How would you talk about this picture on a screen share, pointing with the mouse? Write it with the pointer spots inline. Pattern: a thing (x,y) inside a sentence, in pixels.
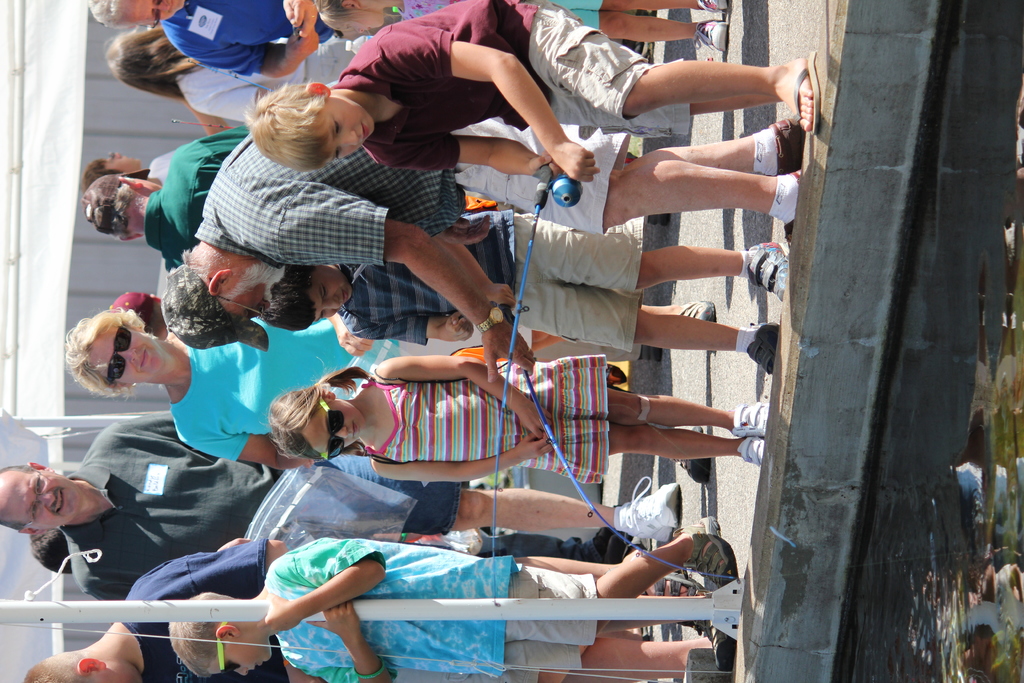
In this image, I can see a group of people (327,301) standing. There are two persons (520,151) holding the fishing rods (602,515). On the right side of the image (939,540), there is water (966,385). On the left side of the image (47,336), these are looking like the tents (47,186) with poles (43,616).
